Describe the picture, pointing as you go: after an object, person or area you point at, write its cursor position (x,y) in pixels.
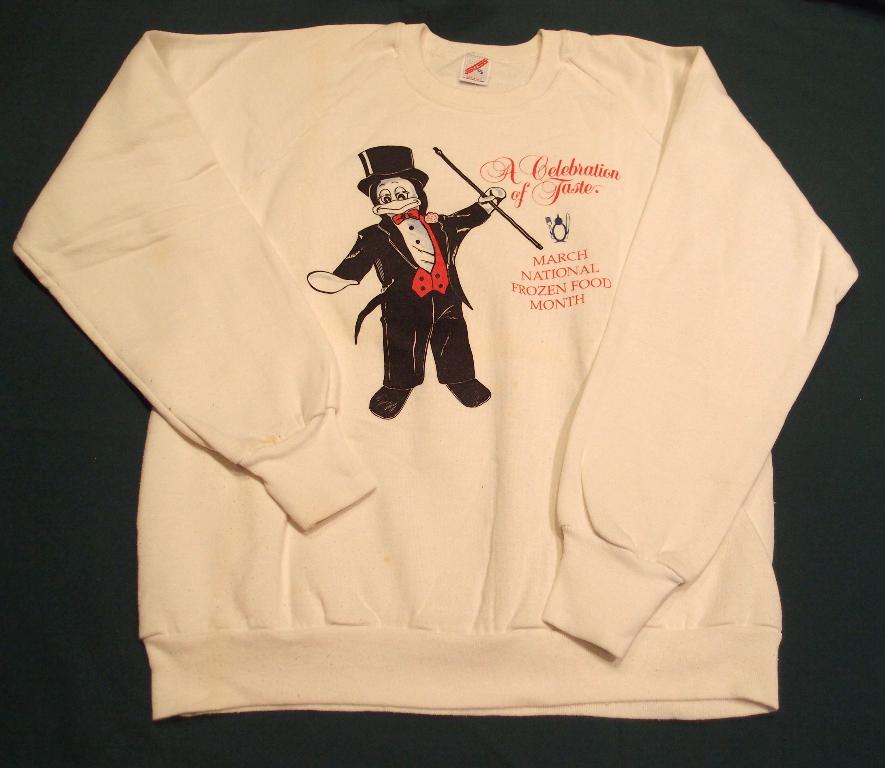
In this image there is a T-shirt (549,485). On the T-shirt (456,473) there is an image (415,318) and some text (559,274).
